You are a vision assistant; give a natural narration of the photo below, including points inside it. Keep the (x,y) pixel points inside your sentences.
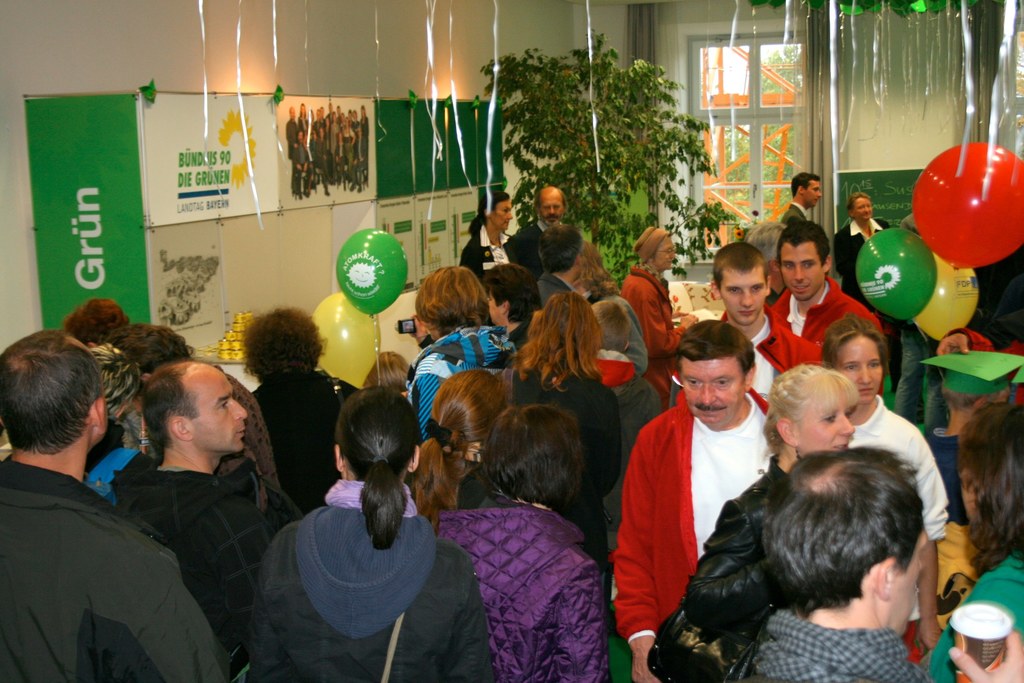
In this image there are group of persons (619,442) standing and there are balloons (959,227). On the left side (268,241) there are banners (252,198) with some text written on it and there is a plant (602,128). In the background (750,132) there is a window (746,147), outside of the window (773,148) there is a tree (790,154).
